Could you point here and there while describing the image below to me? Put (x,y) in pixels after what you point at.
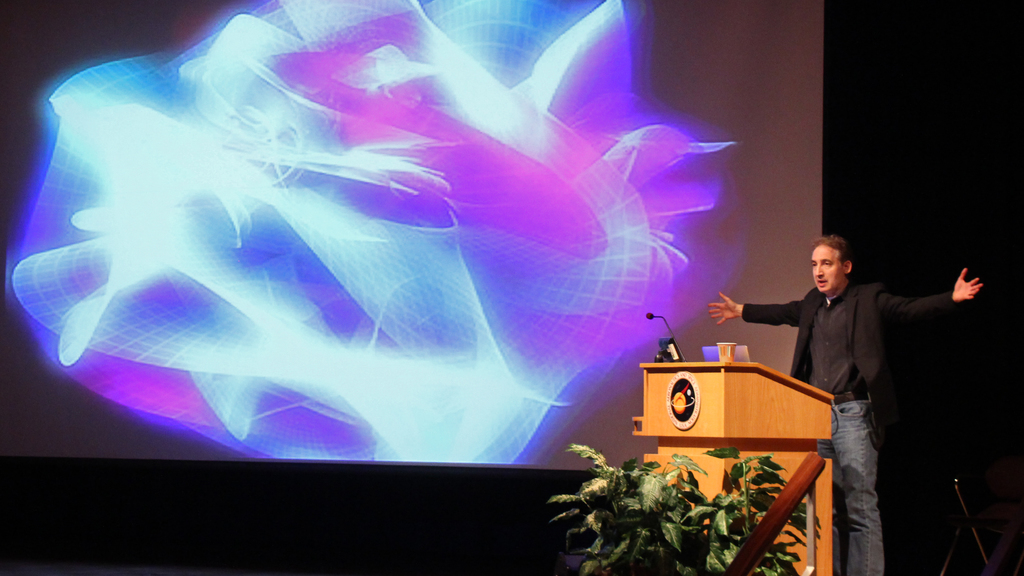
In this image we can see a person (842,401) standing and there is a podium (796,401) with a mic (669,327) and some other things (708,360) and we can see a few plants (626,523) in front of the podium (654,382). In the background (766,156), we can see the screen (225,455) with some picture (470,253).
